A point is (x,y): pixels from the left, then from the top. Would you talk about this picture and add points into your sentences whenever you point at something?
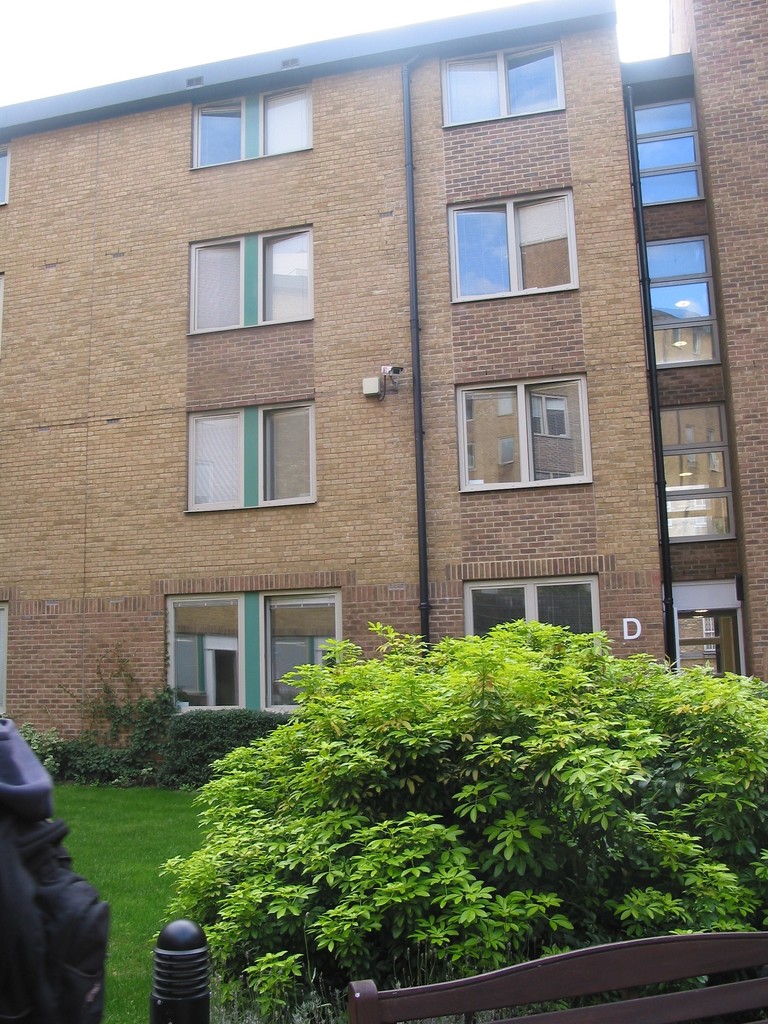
In the image there is a building (141,241) in the back (335,177) with many windows (493,407) with trees (332,778) and plants (312,840) in front of it on the grassland (143,998) and above its sky (277,31).
